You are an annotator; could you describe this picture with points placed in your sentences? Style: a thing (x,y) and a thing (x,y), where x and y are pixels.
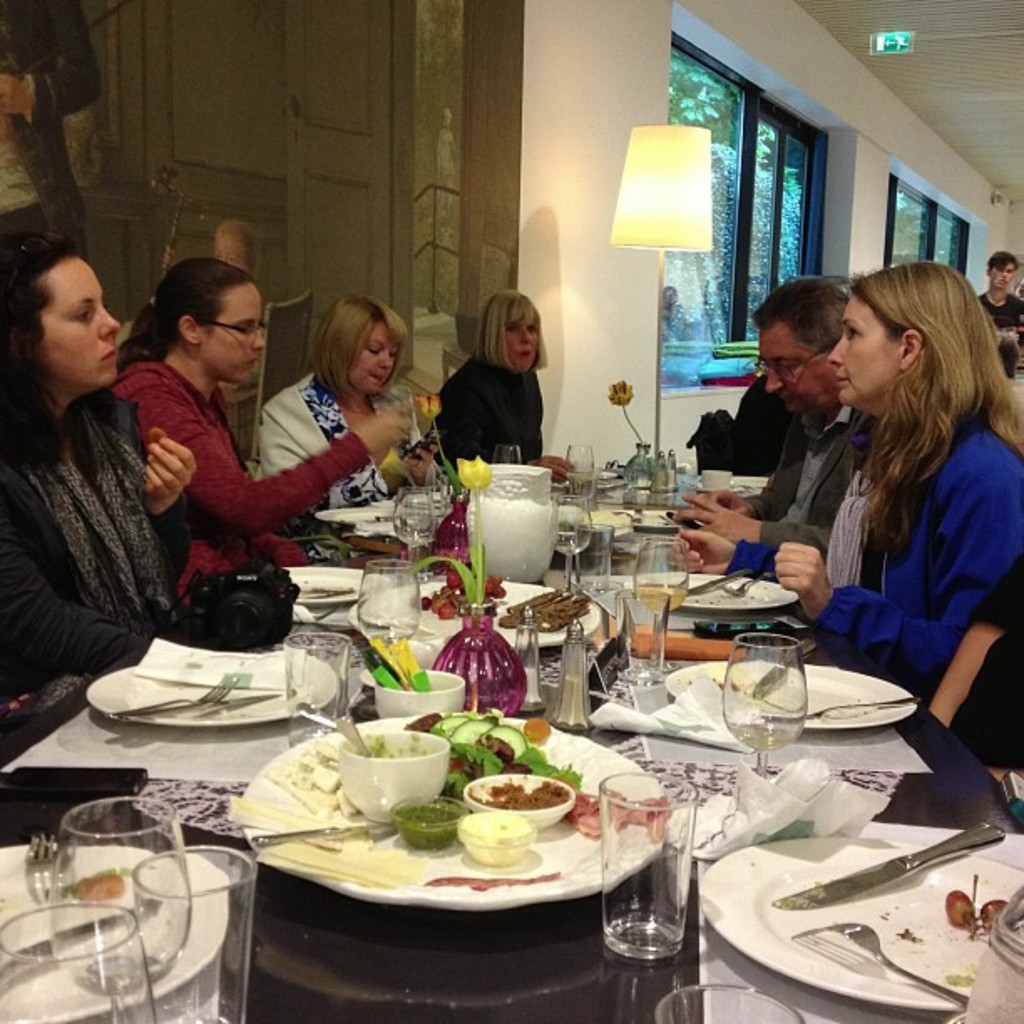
In this image we can see few people (924,532) sitting in a room (419,458) and there is a dining table (918,743) with plates (466,721), glasses (624,799), food items (527,789), a flower vase (508,660) and a few objects (574,707) on the table (511,928) and there is a lamp (667,206), windows (813,205), a sign board (890,52) to the ceiling (881,63) and a wall (256,142) with design (279,176).
